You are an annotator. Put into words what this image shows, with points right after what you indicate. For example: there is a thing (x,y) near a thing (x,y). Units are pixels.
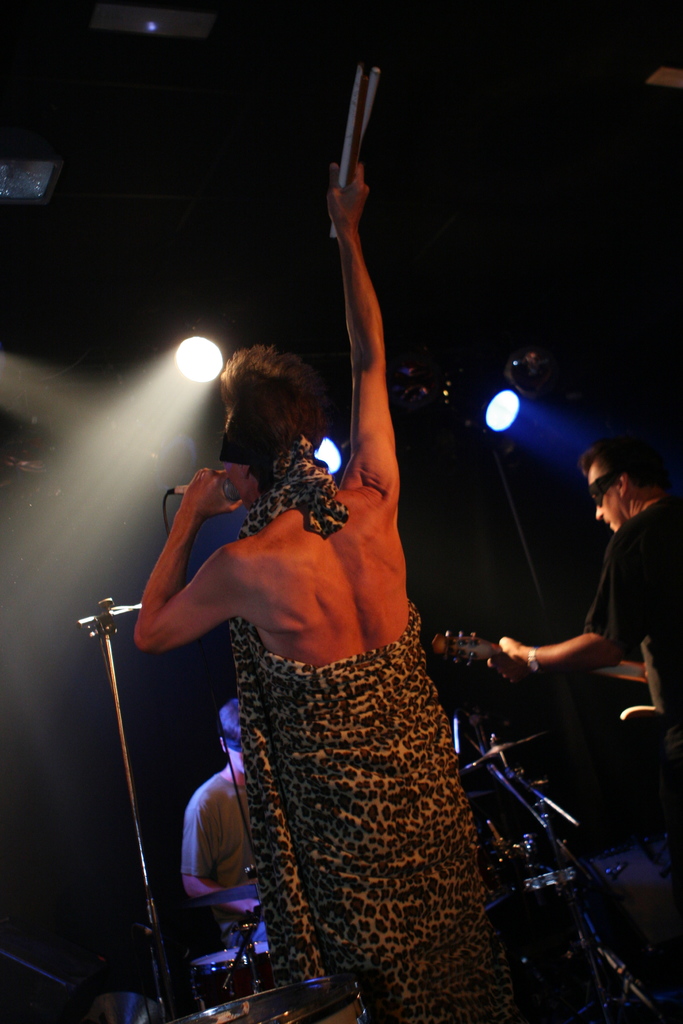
In this picture there is a lady (462,936) in the center of the image (274,563), by holding a mic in her hand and there is a man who is playing guitar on the right side of the image (475,638) and there is a boy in front of her, he is playing drum set (514,919), there are spotlights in the center of the image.
